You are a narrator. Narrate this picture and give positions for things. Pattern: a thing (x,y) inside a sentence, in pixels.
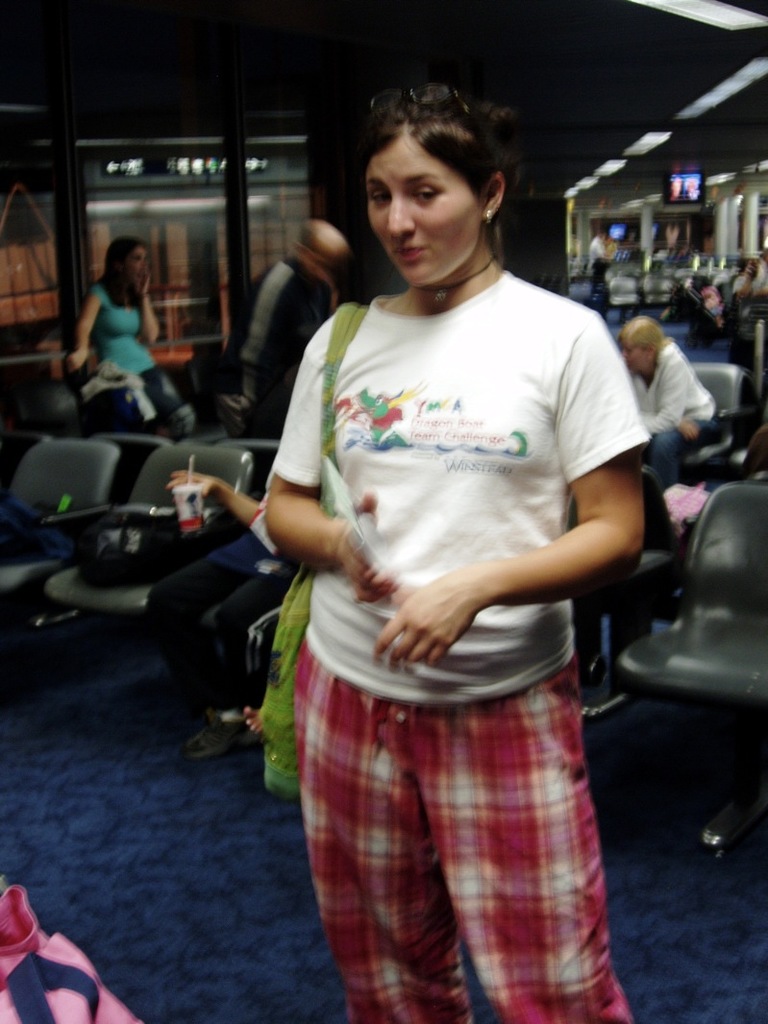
In this picture we can see a woman (348,628) is standing and holding something in the front (381,559), there are some chairs (650,493) and few persons (246,315) in the middle (257,388), in the background (739,78) there are some lights (578,182) and a screen (696,189), a person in the middle (259,586) is holding a glass (181,510).
